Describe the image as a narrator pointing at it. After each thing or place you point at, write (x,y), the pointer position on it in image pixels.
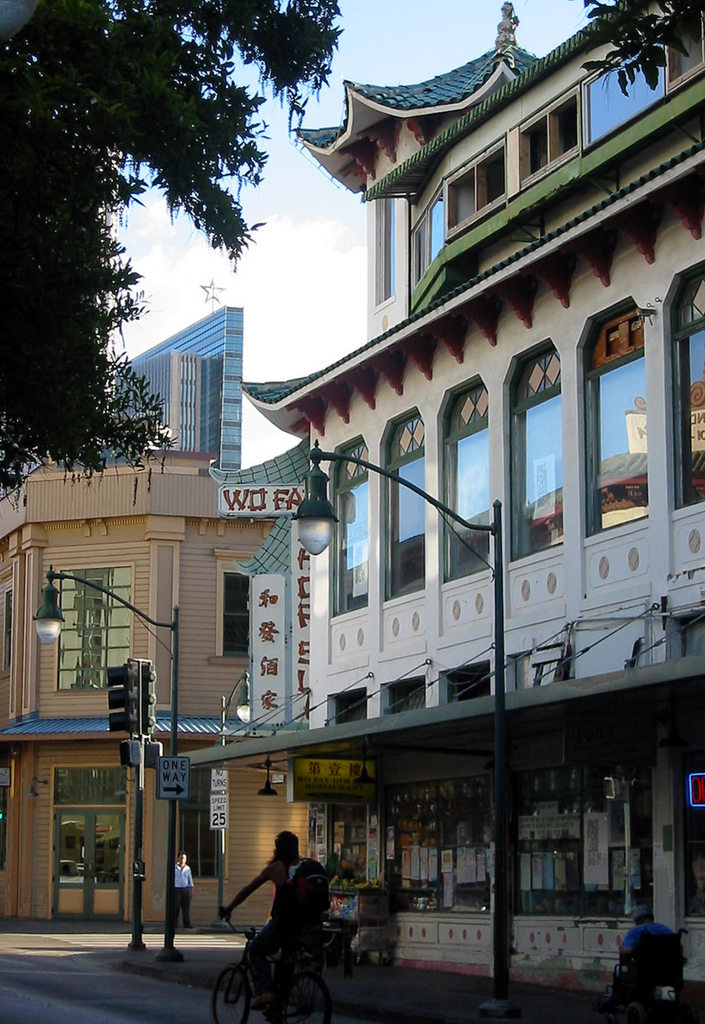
In this image I can see buildings (378,537), glass windows (364,518) and few stores (452,832). I can see sign boards (162,773), traffic-signal (135,720), light poles (51,579) and trees (141,43). The sky (281,263) is in blue and white color.
